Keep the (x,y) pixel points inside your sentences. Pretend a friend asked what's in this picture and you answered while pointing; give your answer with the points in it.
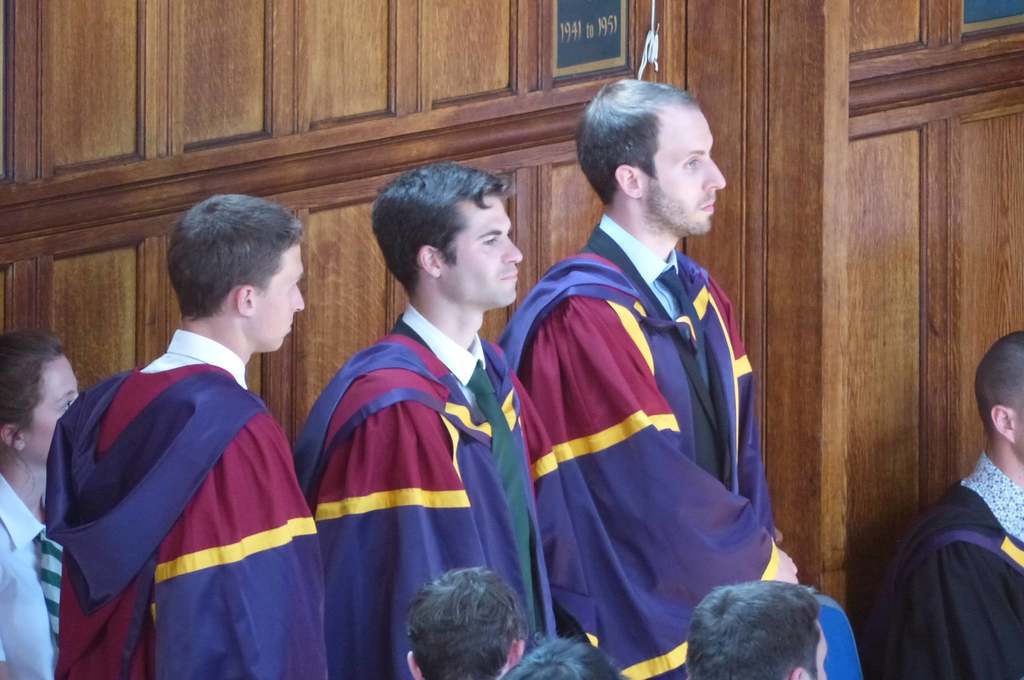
In the front of the image (468,483) I can see people (486,520). Among them few people (997,639) are sitting on chairs (835,622). In the background of the image (1006,283) there is a wooden wall (538,119) and boards (618,37).
